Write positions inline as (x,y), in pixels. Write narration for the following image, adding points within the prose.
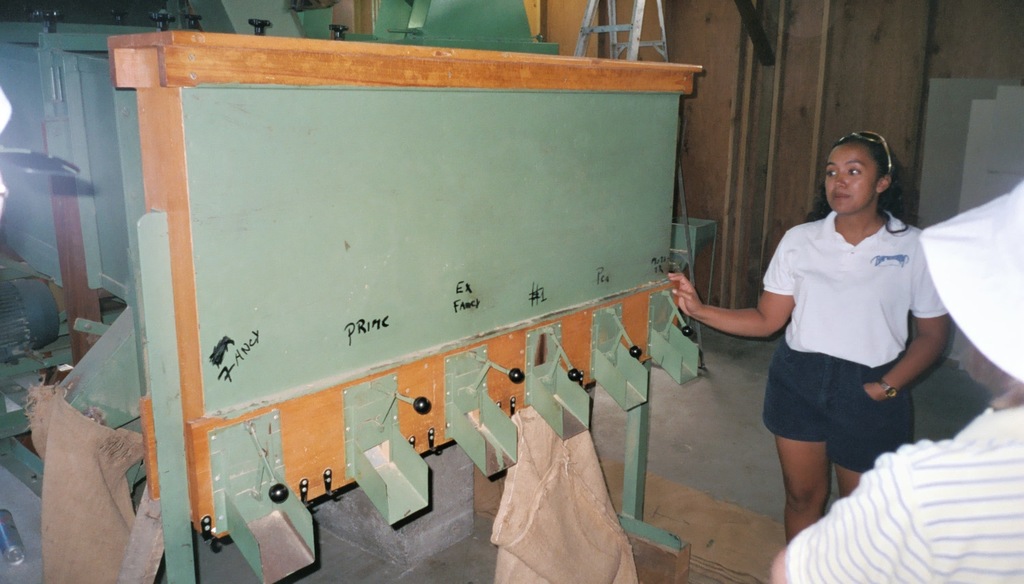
In this picture I can see two persons (935,359), there is a ladder (658,6), there is a sorting machine (613,377), there are two woven bags (548,573).
